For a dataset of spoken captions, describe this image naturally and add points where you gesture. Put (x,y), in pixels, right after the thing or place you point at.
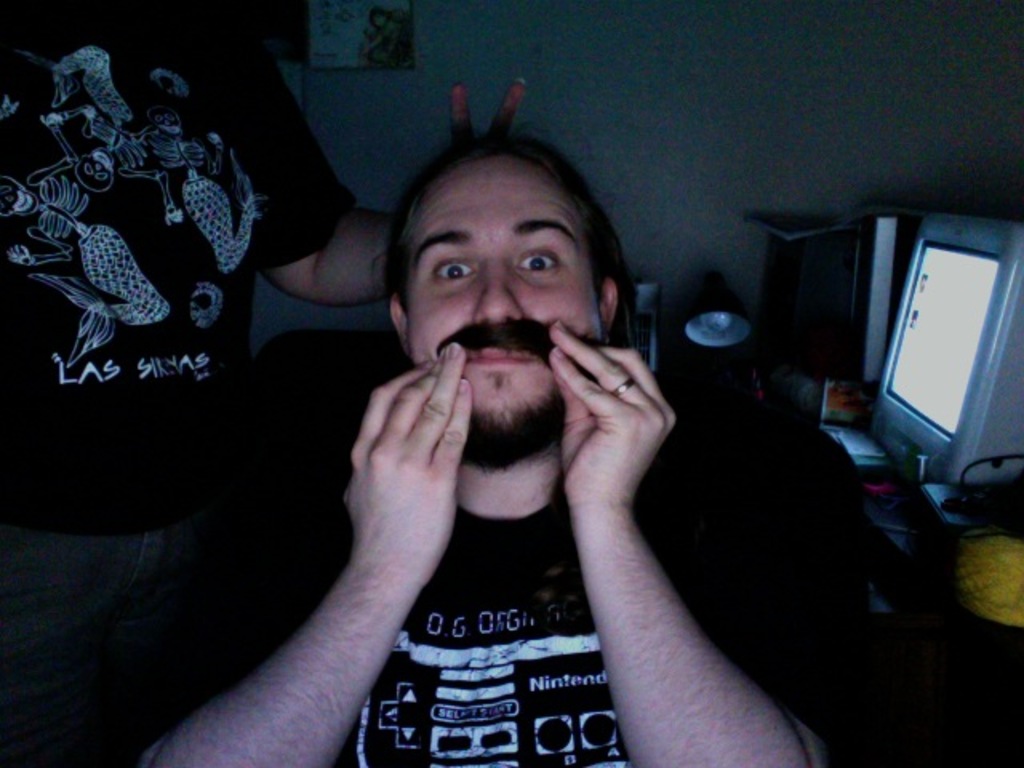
In this picture we can see a man (423,649) is sitting on a chair (324,419) and another person (157,269) is standing, on the right side (946,547) we can see a table (945,547), there is a monitor (982,413), CPU (860,295), a paper (862,452) and other things (947,500) present on the table (902,473), we can see a lamp (722,322) in the middle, in the background (671,68) there is a wall (670,81).
